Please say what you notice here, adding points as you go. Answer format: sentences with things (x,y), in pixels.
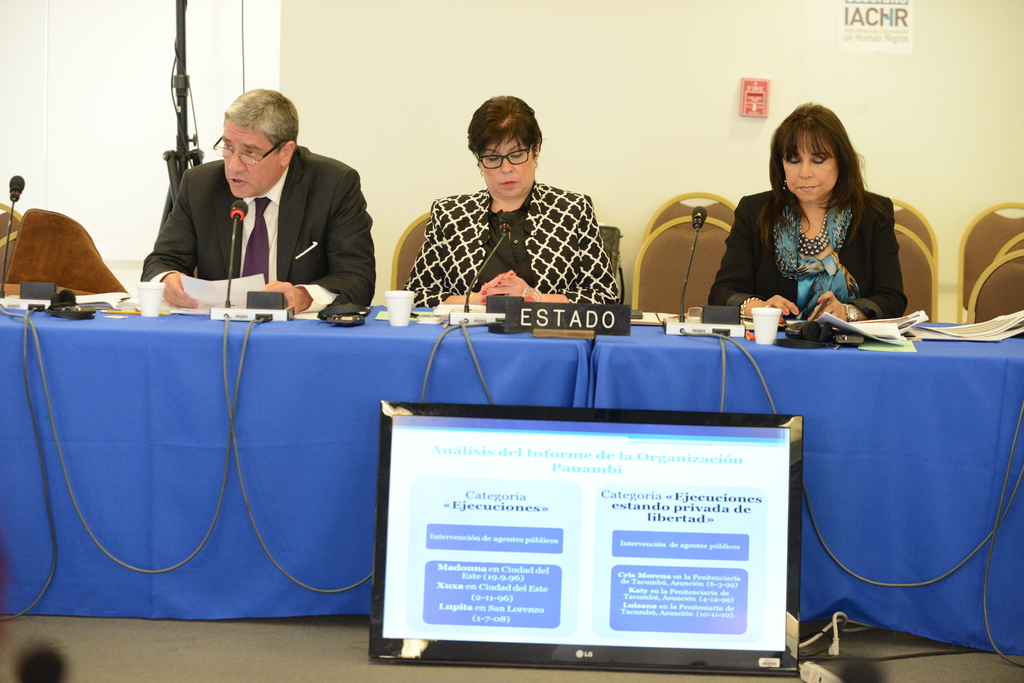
In this image I see a man (251,206) who is wearing black color suit (280,216) and I see 2 women (479,210) over here and I see that 3 of them are sitting on chairs (418,236) and I see few more empty chairs (974,240) in the background (982,254) and I see the wall (713,72) and I see words (897,12) written over here and I see tables (842,357) on which there are many things (154,307) and I see mics (240,318) and I see a screen (486,476) over here on which there are words (679,507) written over here too and I see the wires (946,578).
